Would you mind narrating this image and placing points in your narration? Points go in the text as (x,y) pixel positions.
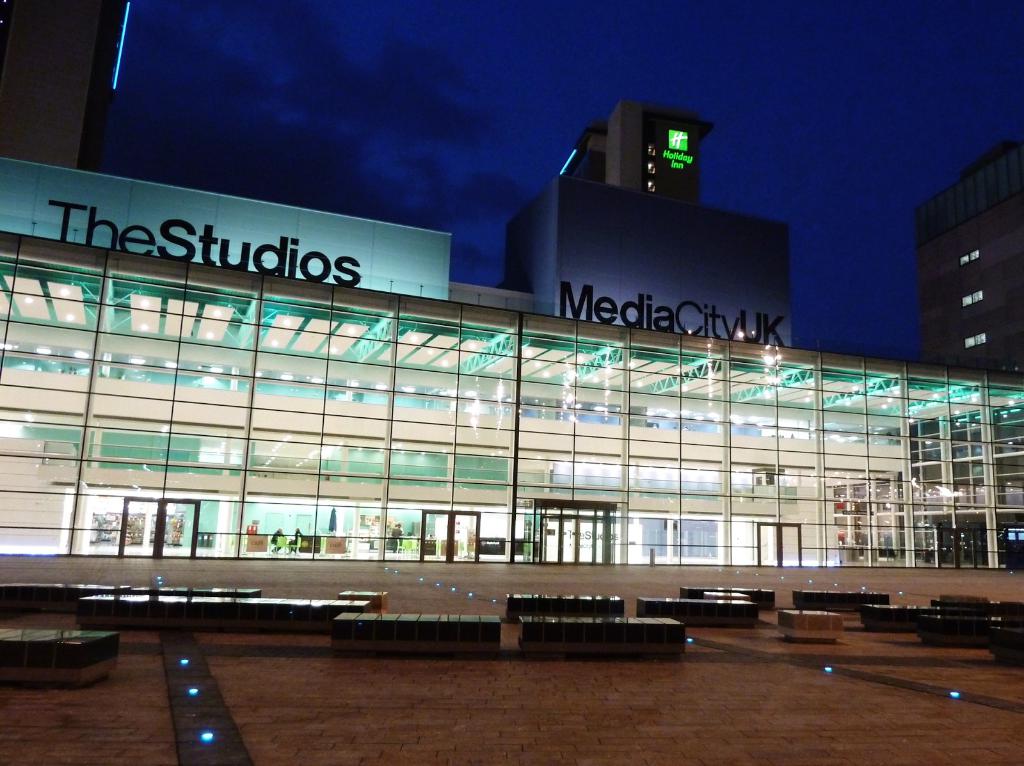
In this image I can see a glass building (495,445) and windows (423,395). I can see a blue color board (374,279) and benches (378,636). The sky (777,98) is in blue and black color.
